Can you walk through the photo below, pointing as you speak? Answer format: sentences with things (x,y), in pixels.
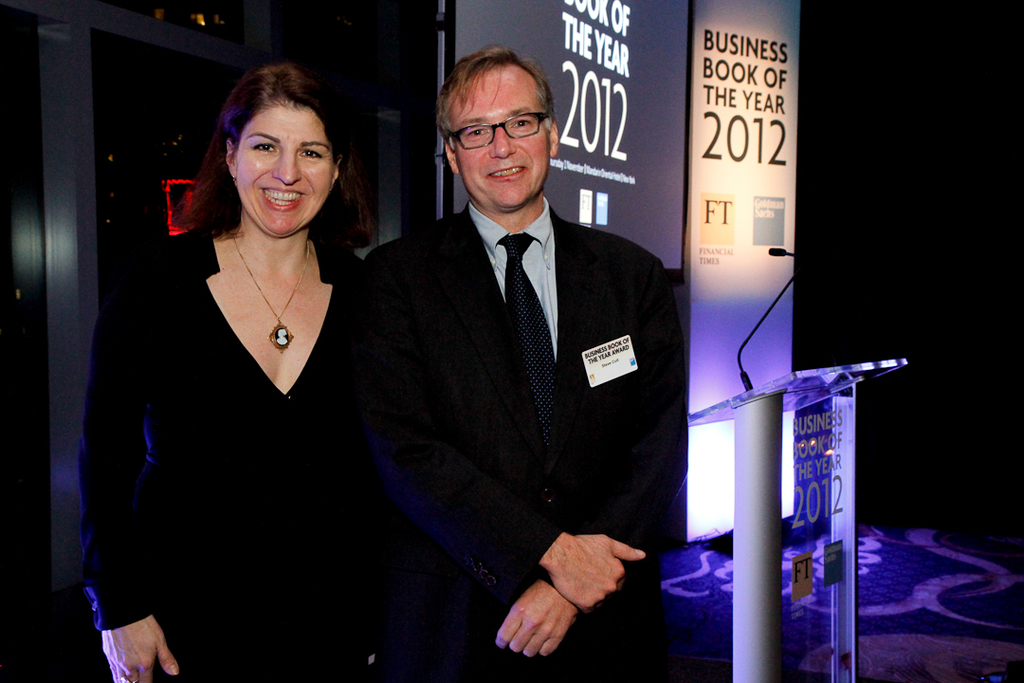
In the center of the image (524,402) there are two people (370,437) standing. The lady (310,650) standing on the left (341,567) is wearing a black dress (221,503) and smiling, next to her we can see a man (500,313). He is wearing a suit (501,338). In the background (682,193) there are boards (727,256) and a podium (768,438).
